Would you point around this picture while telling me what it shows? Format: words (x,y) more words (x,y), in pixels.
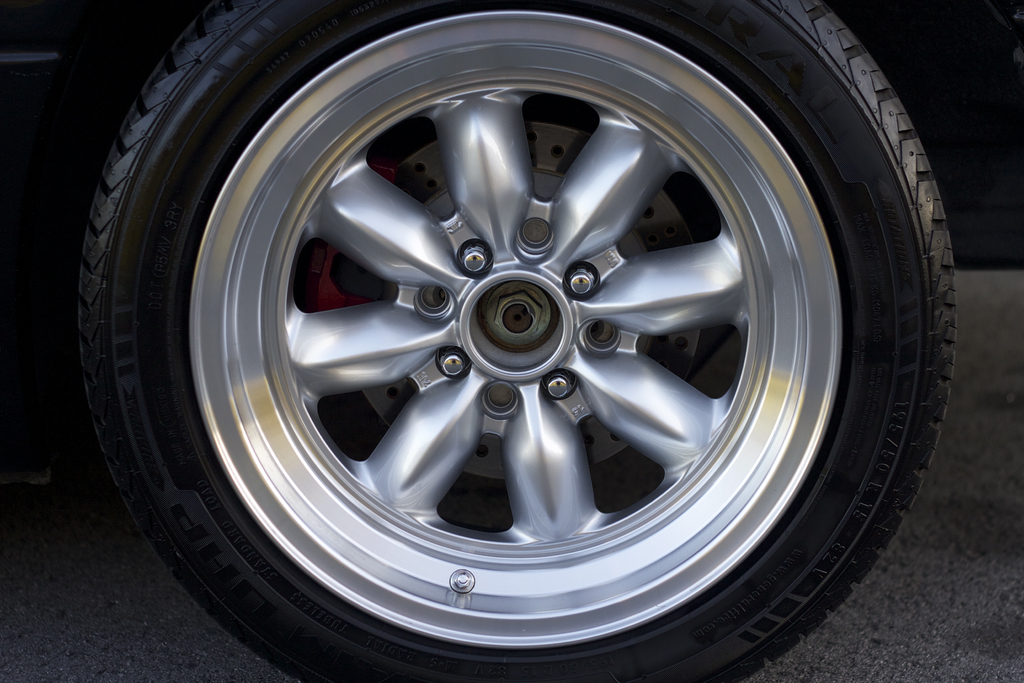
In this image there is a picture of an wheel tire (520,307).
